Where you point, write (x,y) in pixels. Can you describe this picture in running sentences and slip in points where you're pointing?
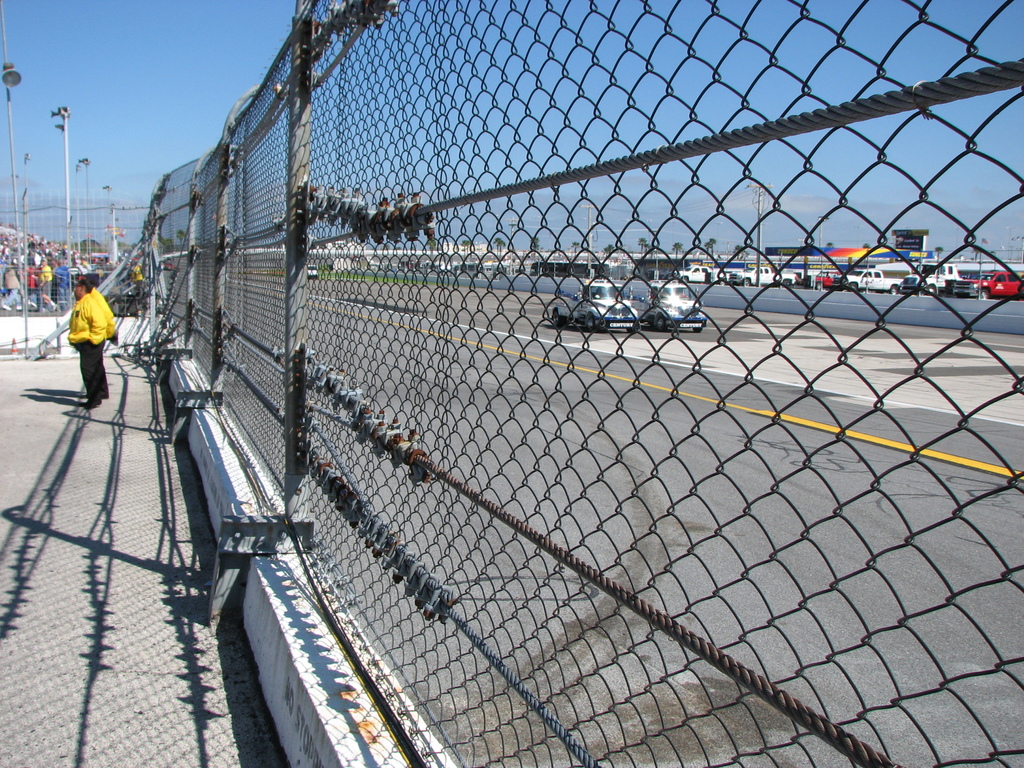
In this image we can see metal fencing (298,300), road (954,339), vehicles (610,280), light poles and we can also see the sky (161,61).
